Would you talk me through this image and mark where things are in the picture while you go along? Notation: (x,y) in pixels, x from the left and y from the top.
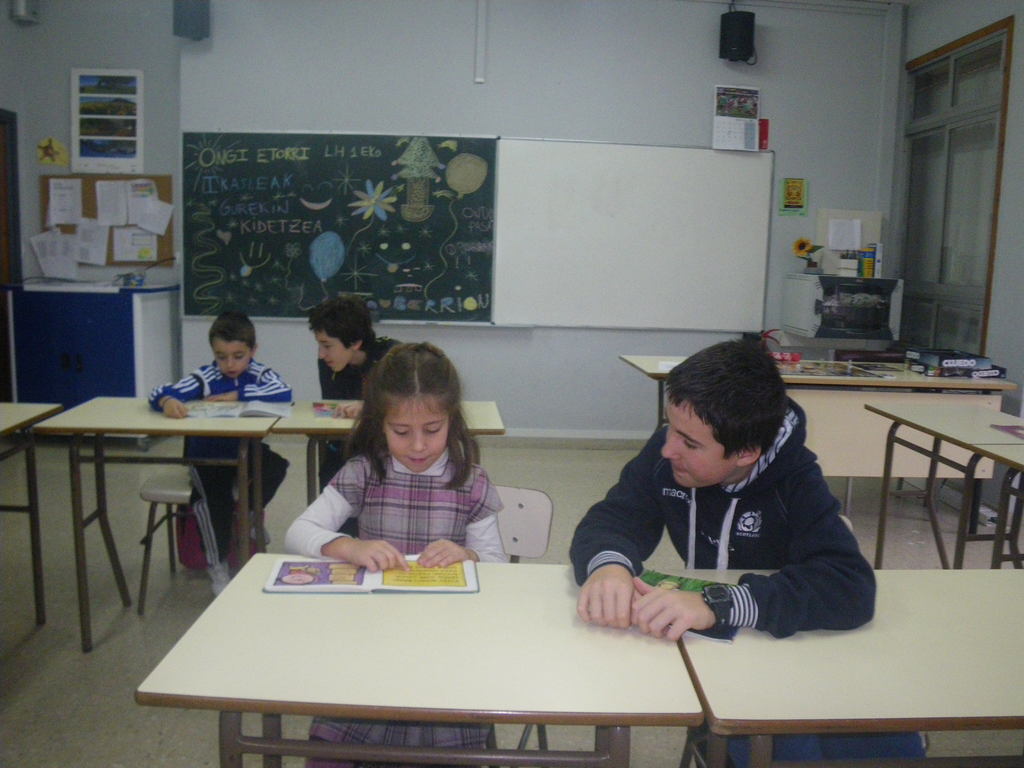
On the background (639,72) we can see calendar (730,120), posters (108,111) over a wall (21,198) and also we can see white and green boards (592,223) here. We can see students (399,520) sitting on chairs (524,526) in front of a table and on the table (484,567) we can see books (410,566), diaries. This is a floor (45,626). Here we can see a desk (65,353).
